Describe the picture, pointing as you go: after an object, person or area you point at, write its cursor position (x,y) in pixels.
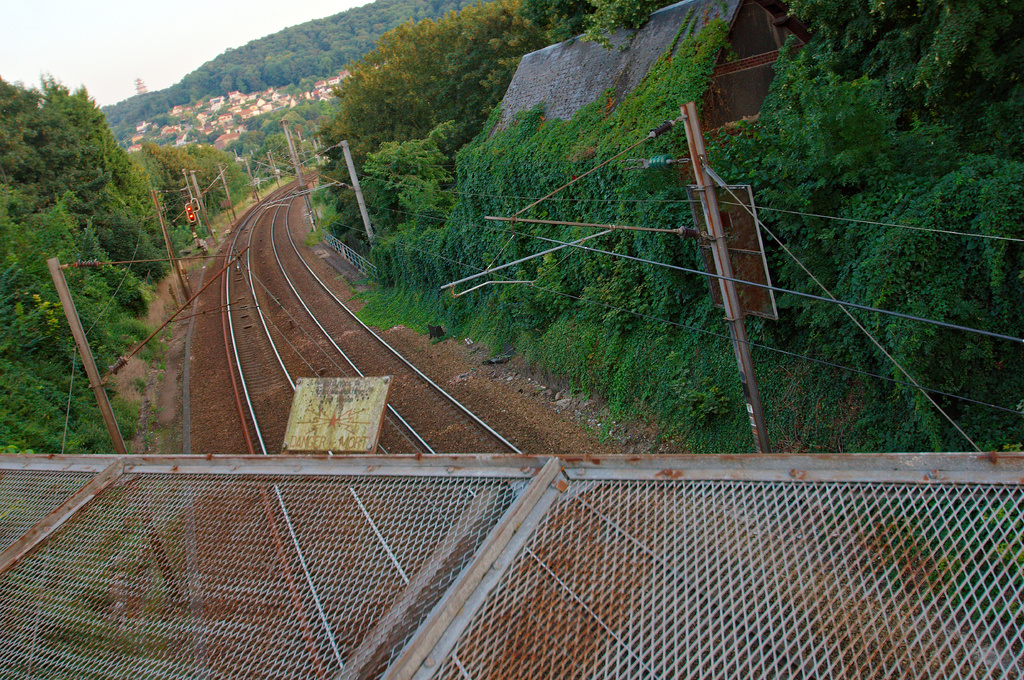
We can see mesh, tracks (345,321) and poles (732,294) with wires (705,276). Here we can see roof top (646,35) and trees (494,84). In the background (299,93) we can see trees (219,92), houses (312,99) and sky (231,45).
